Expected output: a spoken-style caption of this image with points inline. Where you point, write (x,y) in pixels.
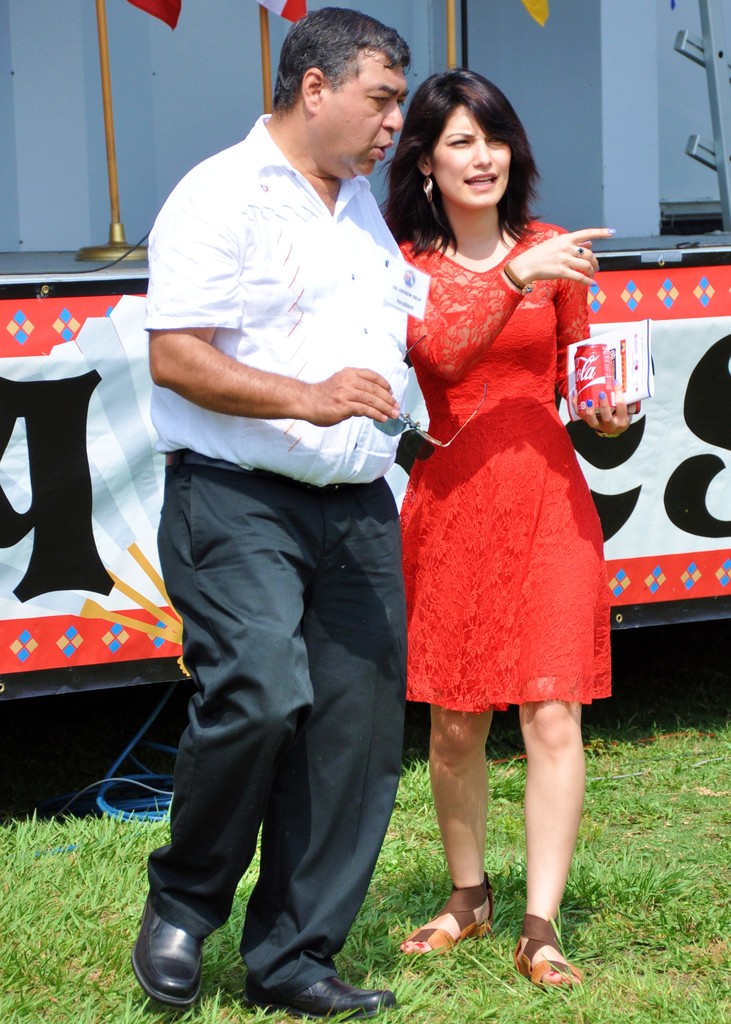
In this image we can see two persons (420,668) standing and holding some objects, behind them there is a banner (683,276) and some flags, also we can see a pipe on the ground (418,806), in the background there is a wall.
